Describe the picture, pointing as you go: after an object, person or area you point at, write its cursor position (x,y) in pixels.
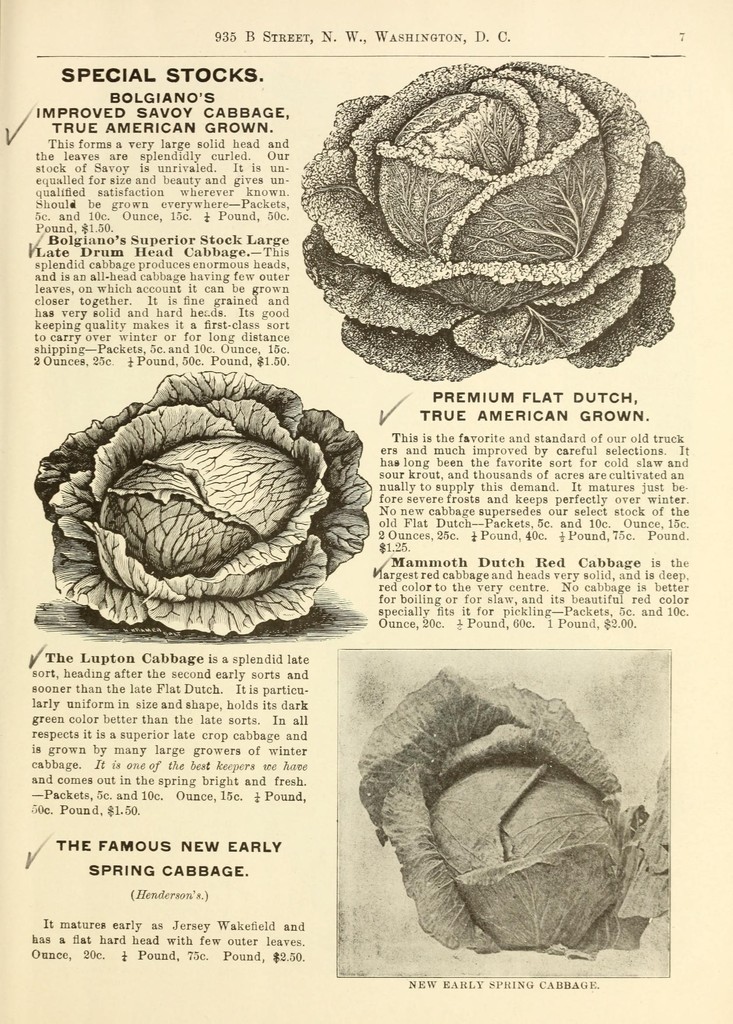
In this image I can see a page (246,237) and on it I can see something is written. I can also see few pictures (417,337) on the top (428,339), in the centre (347,438) and on the bottom side of this image (426,792).
